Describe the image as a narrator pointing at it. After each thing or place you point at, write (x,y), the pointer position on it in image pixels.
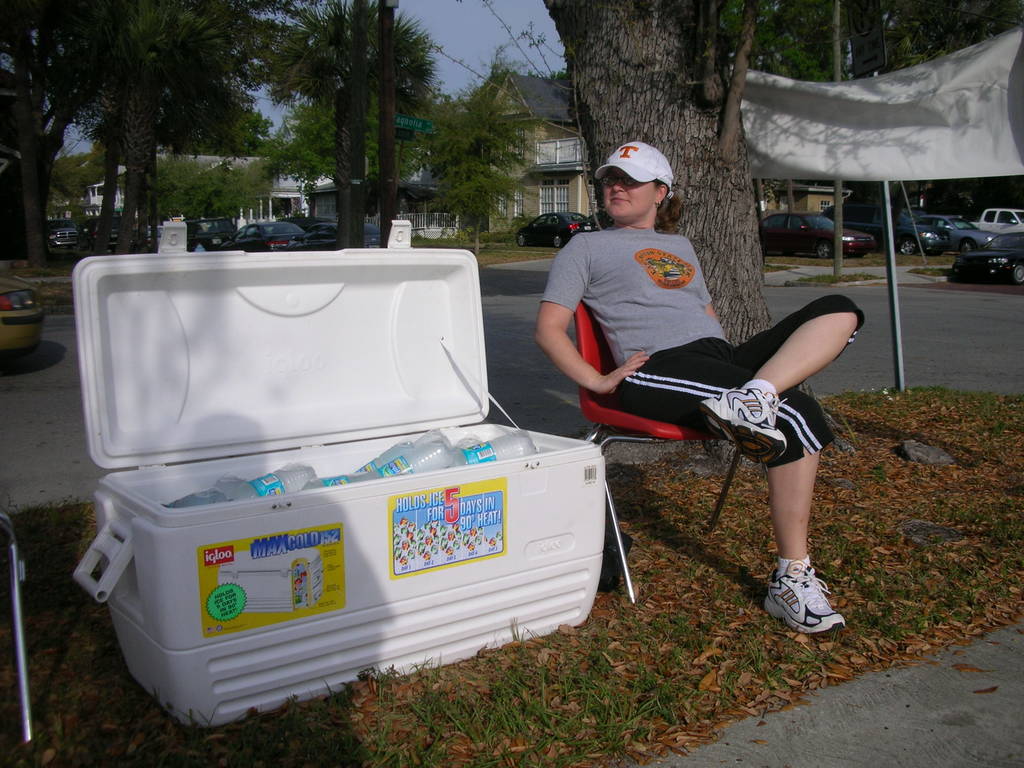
On the right side of the image (701,296) we can see a woman (624,310), she is seated on the chair (624,429) and she wore a cap (643,173), beside to her we can see a box (420,397) with bottles (380,465) in it, in the background (252,68) we can see few trees (471,133), vehicles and buildings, and also we can see a pole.
